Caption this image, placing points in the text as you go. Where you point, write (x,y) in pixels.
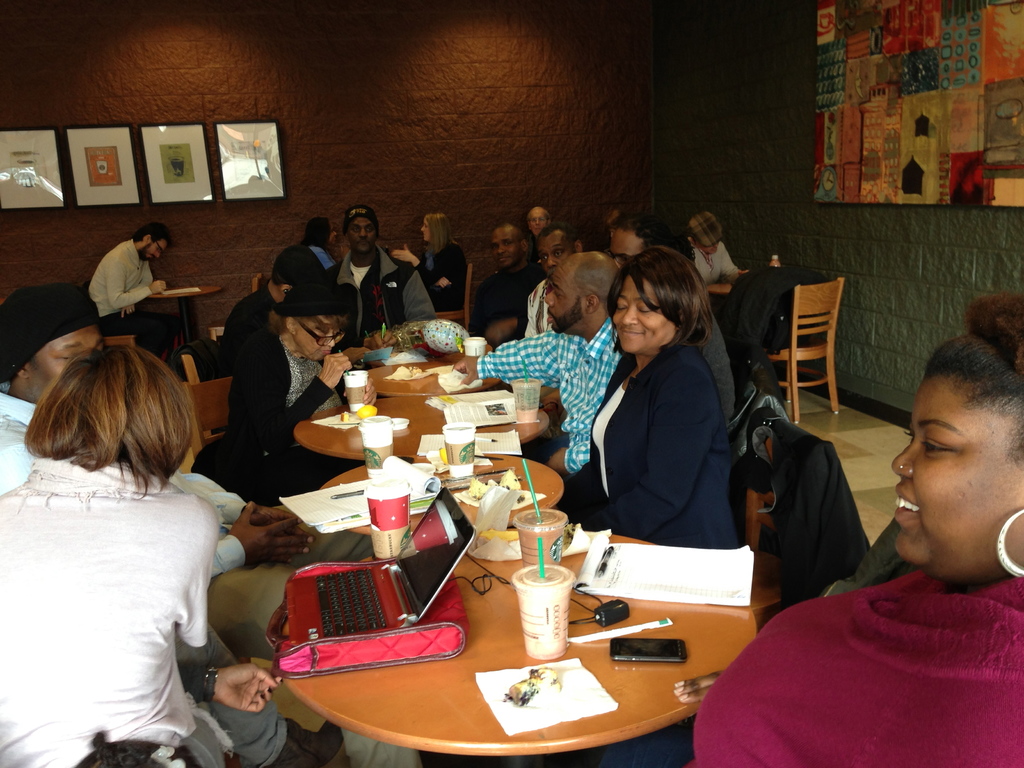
In the image we can see group of persons (624,272) were sitting on the chair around the table (355,431), on table (469,673) we can see some objects (419,615) like bag (428,626), glass (558,610), paper (634,583), phone (625,643), pen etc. And back we can see wall (568,196) and photo frames (217,142).
